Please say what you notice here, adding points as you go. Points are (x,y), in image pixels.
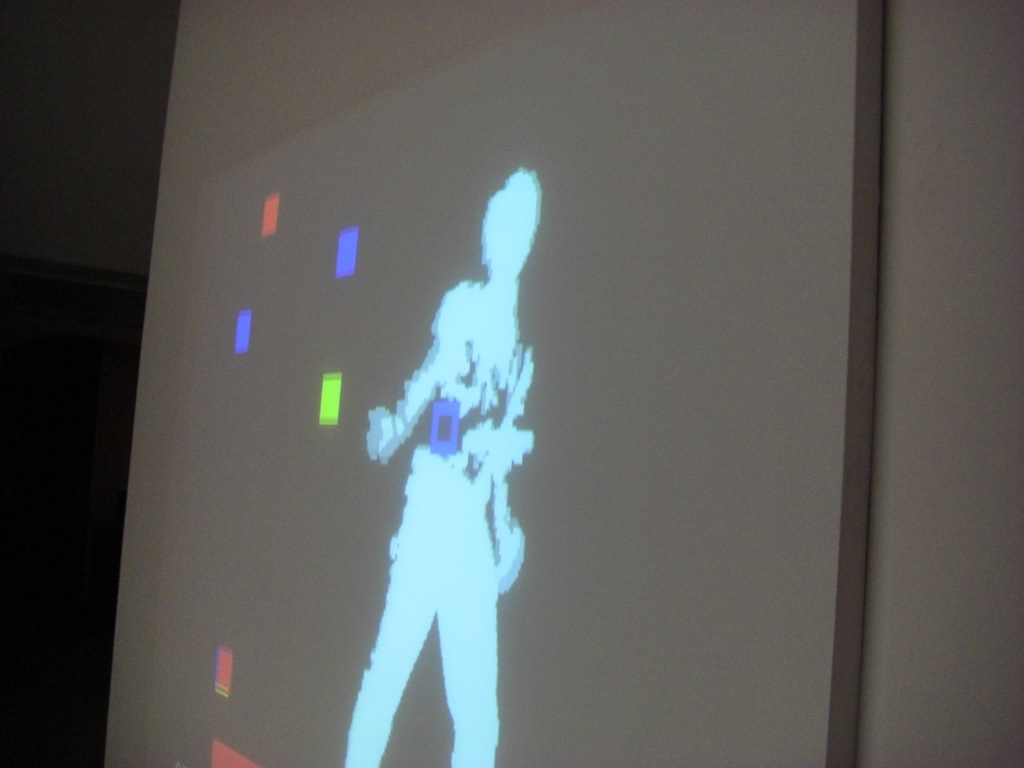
In the picture we can see a part of the screen (295,579) with some colors on it and we can see a person's image (484,615).
